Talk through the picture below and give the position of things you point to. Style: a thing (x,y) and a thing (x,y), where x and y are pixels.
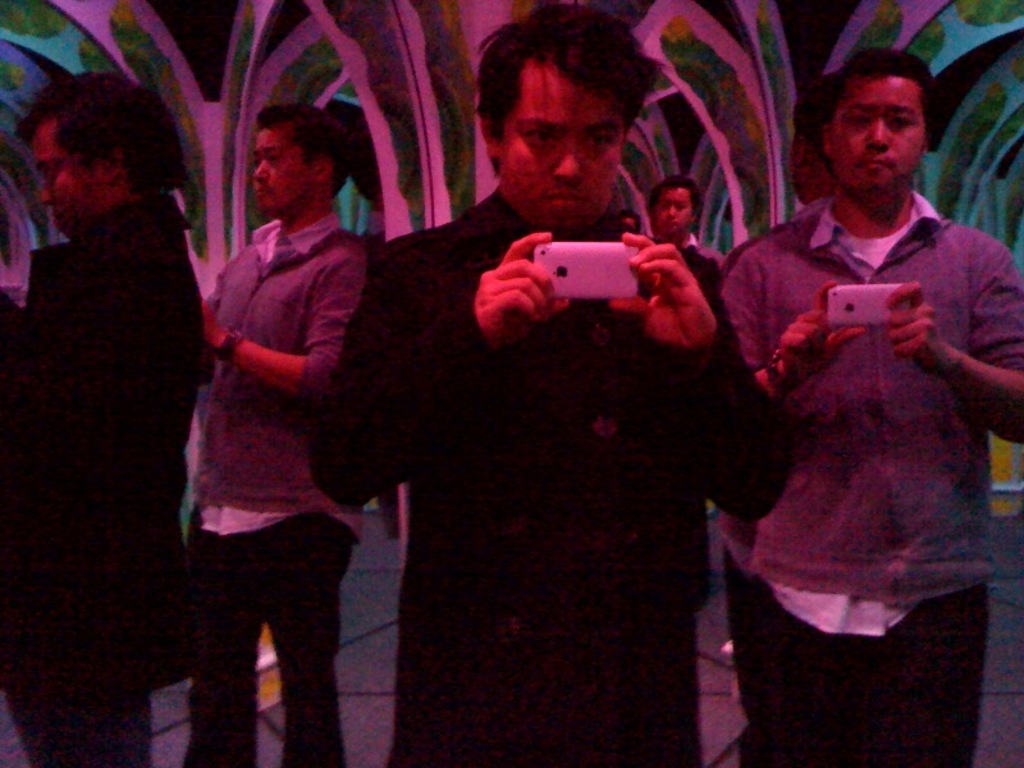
In this picture we can see few person (426,402) standing and holding phones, behind we can see painted wall (454,17).
